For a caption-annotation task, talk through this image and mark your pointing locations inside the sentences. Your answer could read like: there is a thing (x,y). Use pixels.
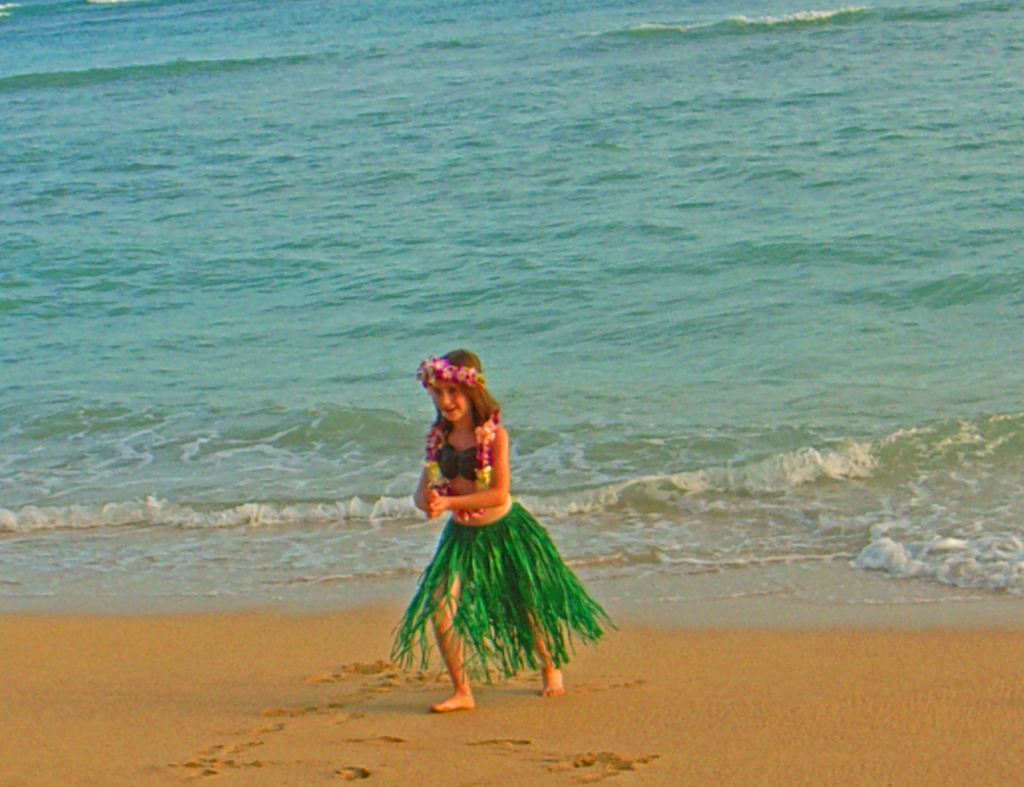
As we can see in the image there is water (503,360), sand (570,703) and a girl (501,567) walking over here.
